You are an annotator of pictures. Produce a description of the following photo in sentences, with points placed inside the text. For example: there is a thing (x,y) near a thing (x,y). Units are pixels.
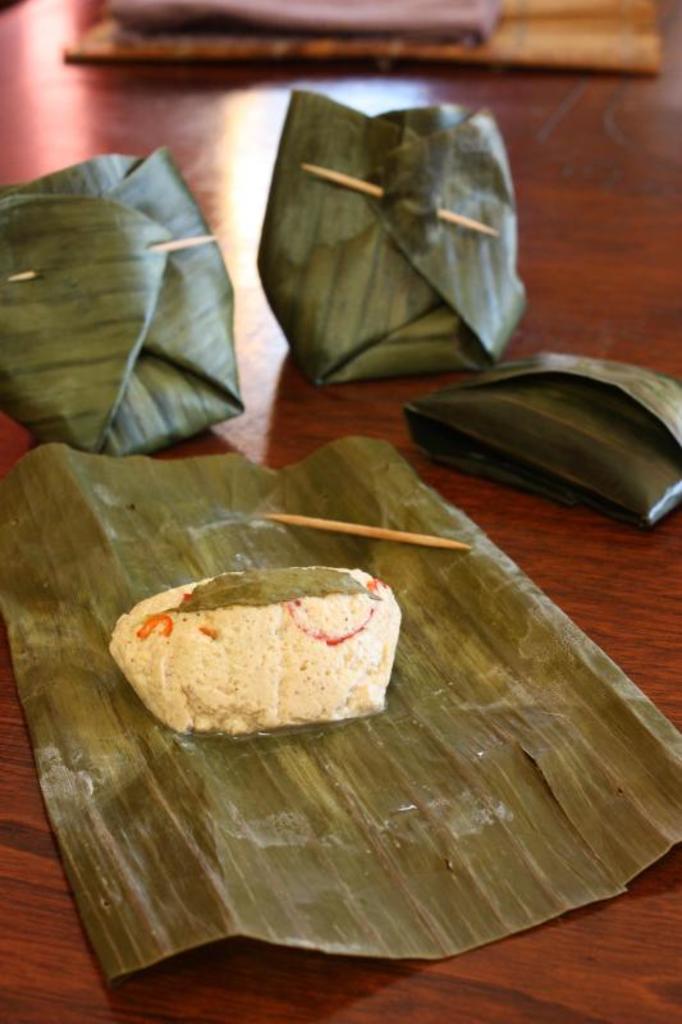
In the image there is some food item (189,645) kept on a leaf (238,520) and around the leaf (181,501) there are some other items (189,253) wrapped and sealed with a toothpicks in the leaves (147,250).
